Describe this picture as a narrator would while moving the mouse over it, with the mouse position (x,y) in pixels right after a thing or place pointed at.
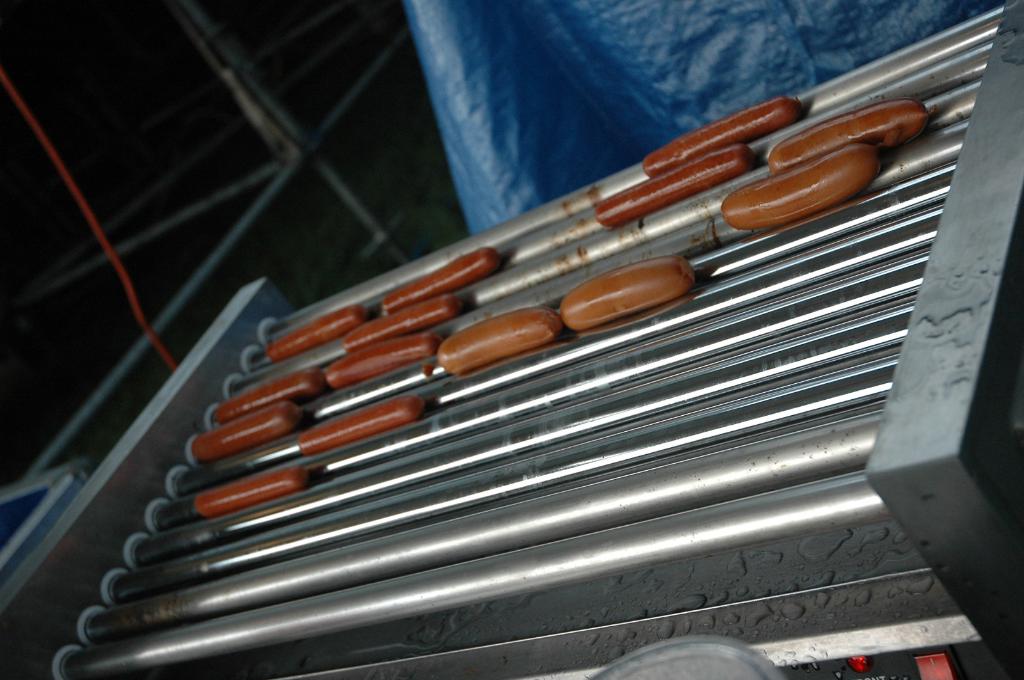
This image consists of food (512,349) which is in the center (474,358). In the background (585,76) there is a sheet (525,89) which is blue in colour and there is a stand (290,157).
